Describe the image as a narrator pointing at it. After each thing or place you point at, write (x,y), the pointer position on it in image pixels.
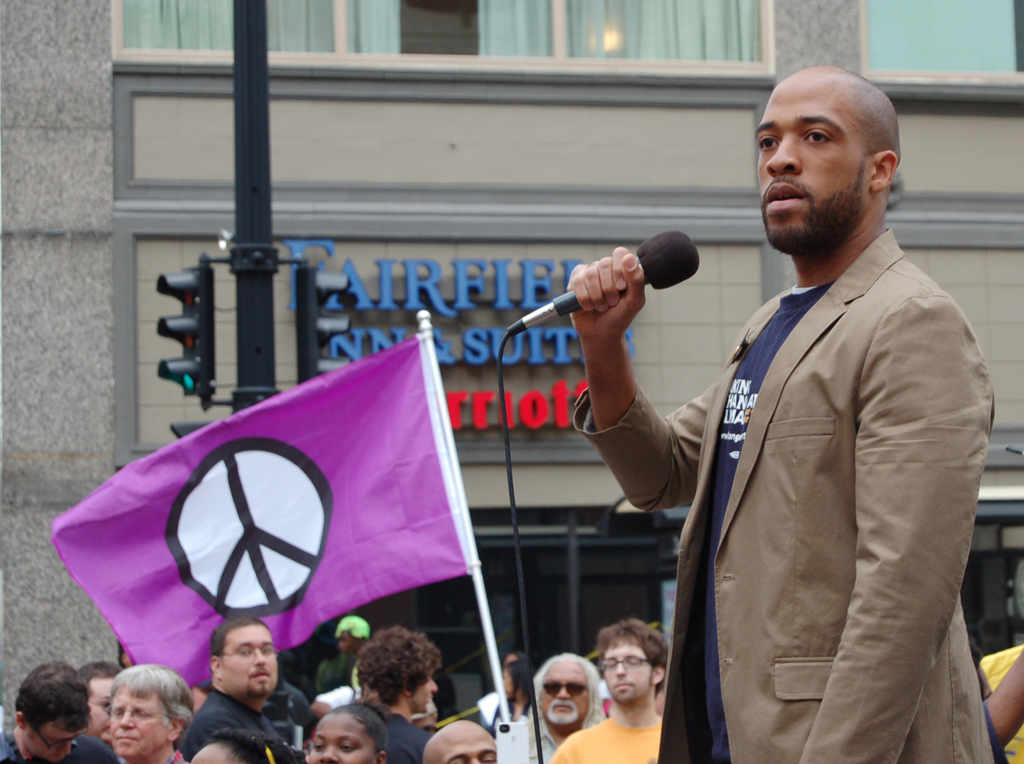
In this picture we can see a man (782,150) standing and holding a mike (677,276) in his hand (631,276). This is a flag (290,514). This is a traffic signal (247,400). Here we can see a group of people (620,694) standing. on the background (434,40) we can see a building (555,34) and windows (694,49).
